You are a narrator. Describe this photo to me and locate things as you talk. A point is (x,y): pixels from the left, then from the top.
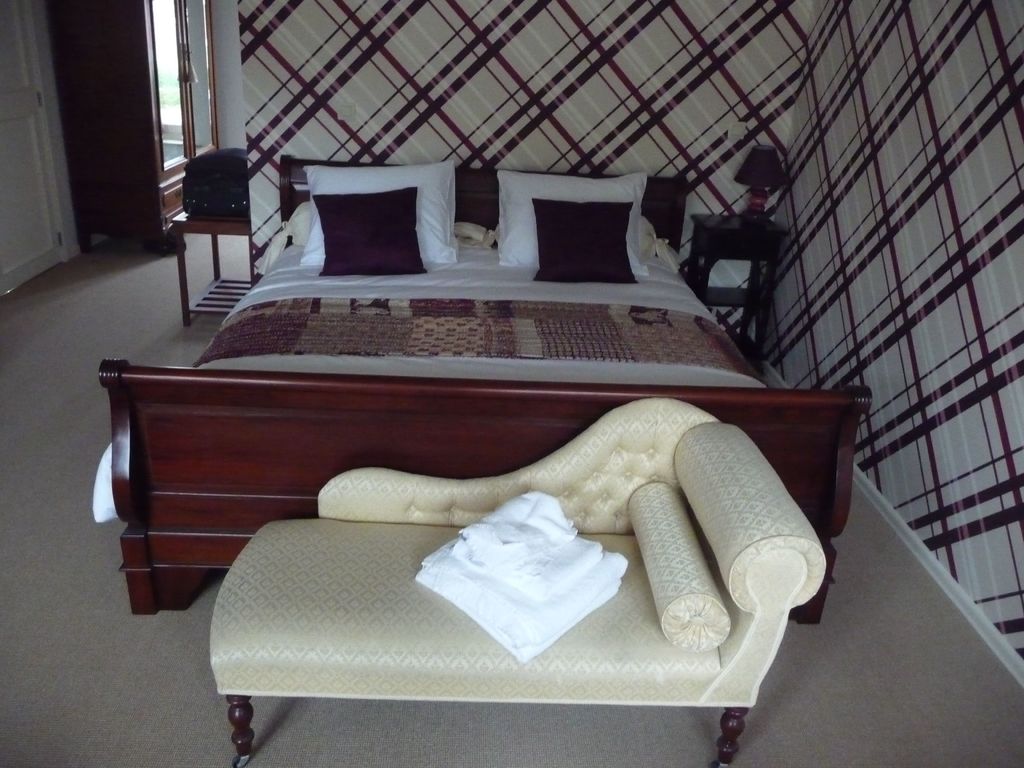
In this image i can see a bed (479,274), pillows (365,245), couch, lamp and a wardrobe (138,62) and at the background of the image (632,67) there is a wall (571,67).
